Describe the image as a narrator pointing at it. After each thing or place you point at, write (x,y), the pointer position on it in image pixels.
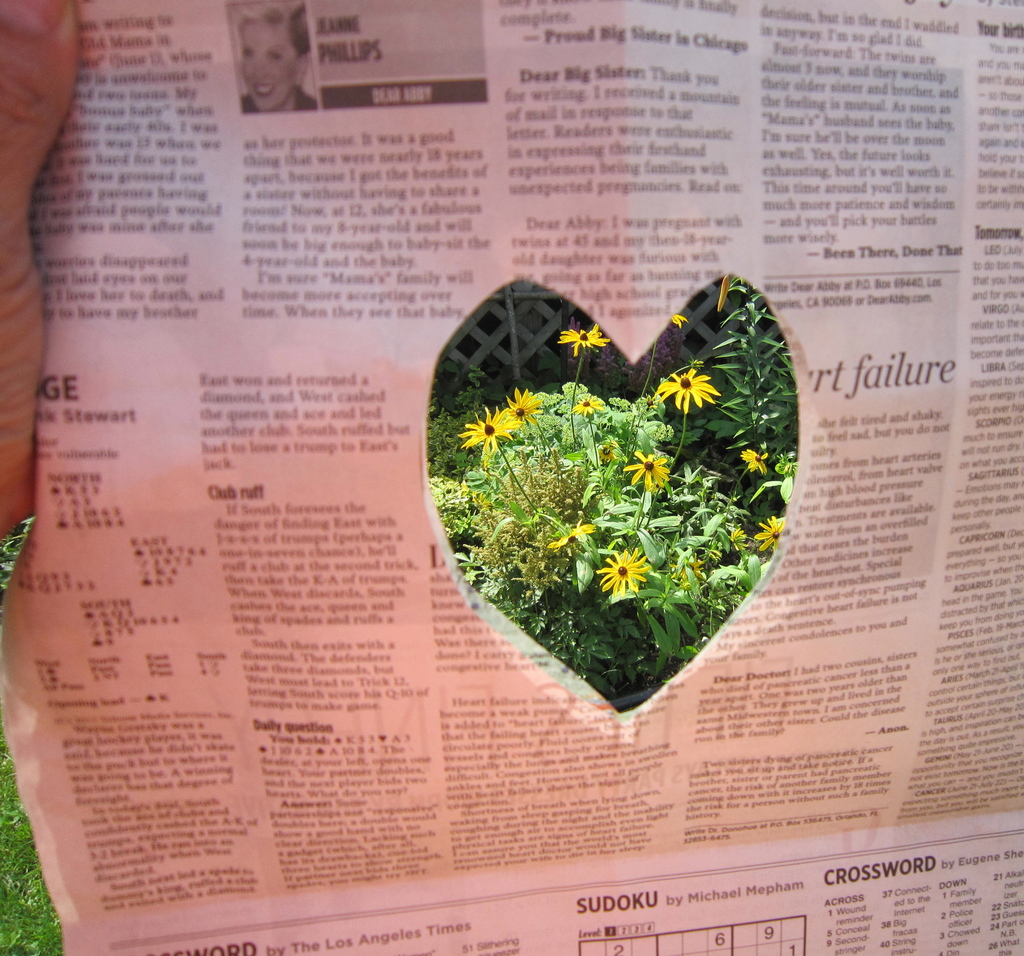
In this image I can see a person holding a newspaper (213,231), in the center of the newspaper (499,705) I can see a heart shaped section (615,357) through which I can see the flowers (528,481).
